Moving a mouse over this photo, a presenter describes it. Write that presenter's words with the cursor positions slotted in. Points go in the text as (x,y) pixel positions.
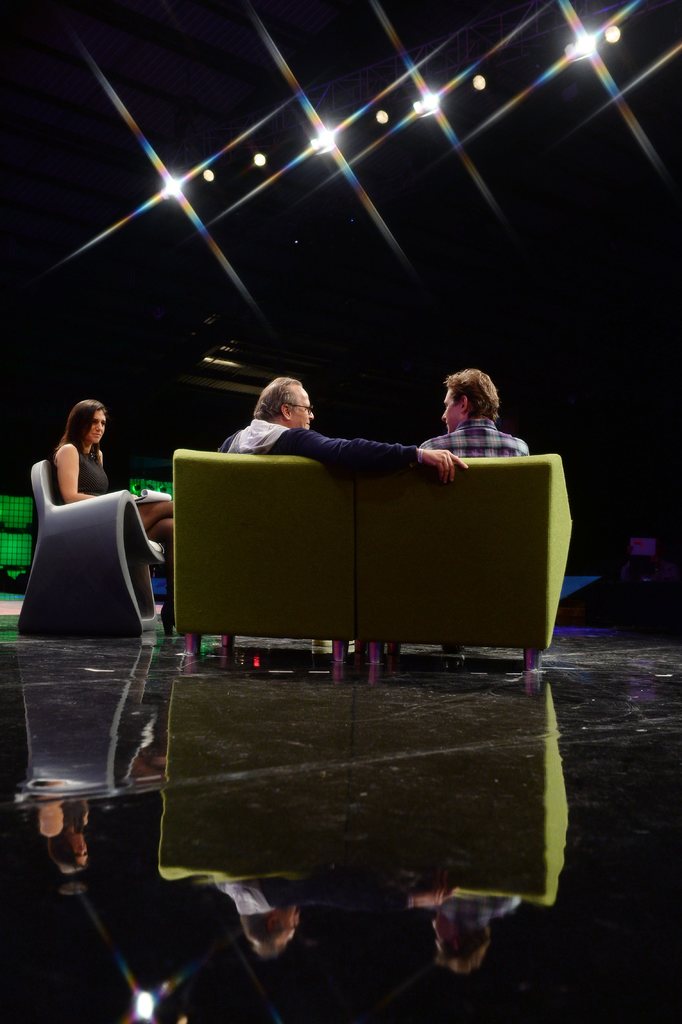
In this image I can see two men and a woman (100,488) are sitting on sofas (270,470). In the background (551,76) I can see number of lights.
